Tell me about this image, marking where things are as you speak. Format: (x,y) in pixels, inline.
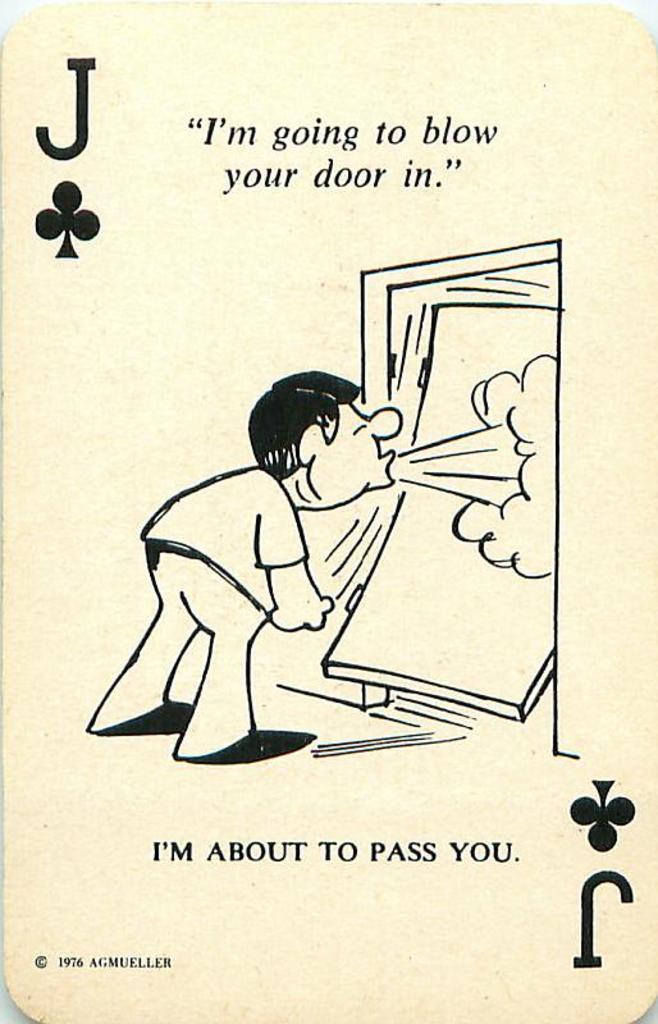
In this image, we can see a card (118,242) contains depiction of a person (342,433) and some text (458,852).
